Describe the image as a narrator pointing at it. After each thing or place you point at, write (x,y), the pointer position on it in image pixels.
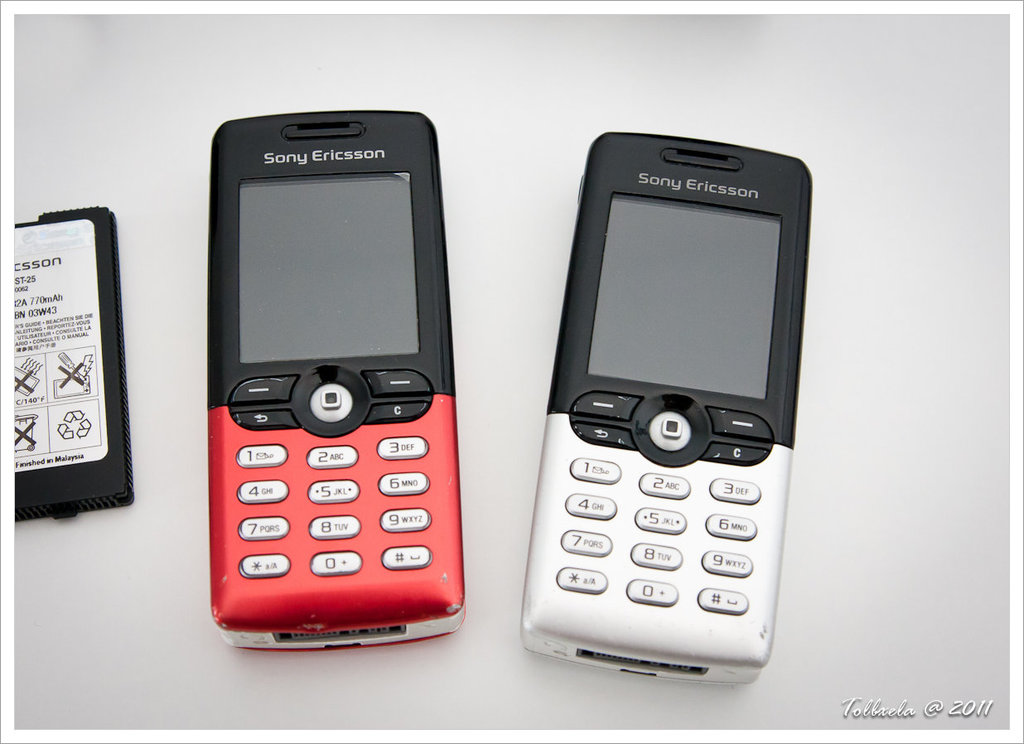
In the picture we can see a battery (24,509) and two mobile phones (422,501) are placed beside it.
